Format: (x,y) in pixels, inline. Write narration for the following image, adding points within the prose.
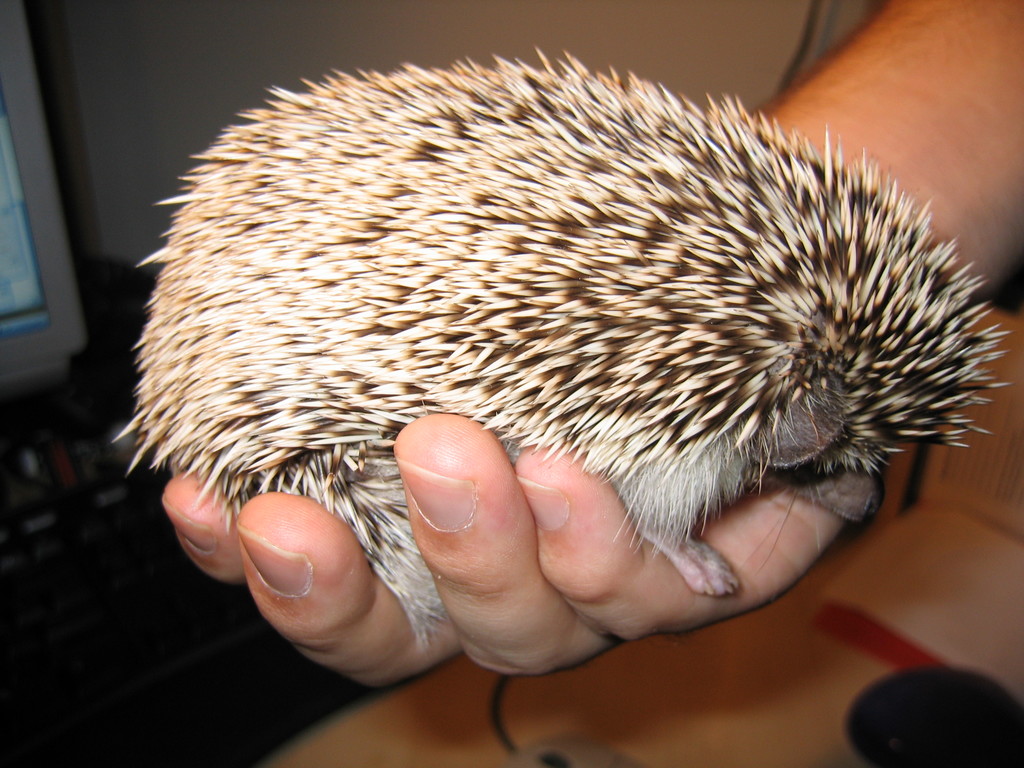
In this image I can see a person's hand (432,650) which is holding an animal (460,375) and at the bottom (378,747) I can see a table (689,691), on the table (433,740) I can see a book (880,606) and the wall (189,45) visible at the top (360,58).
